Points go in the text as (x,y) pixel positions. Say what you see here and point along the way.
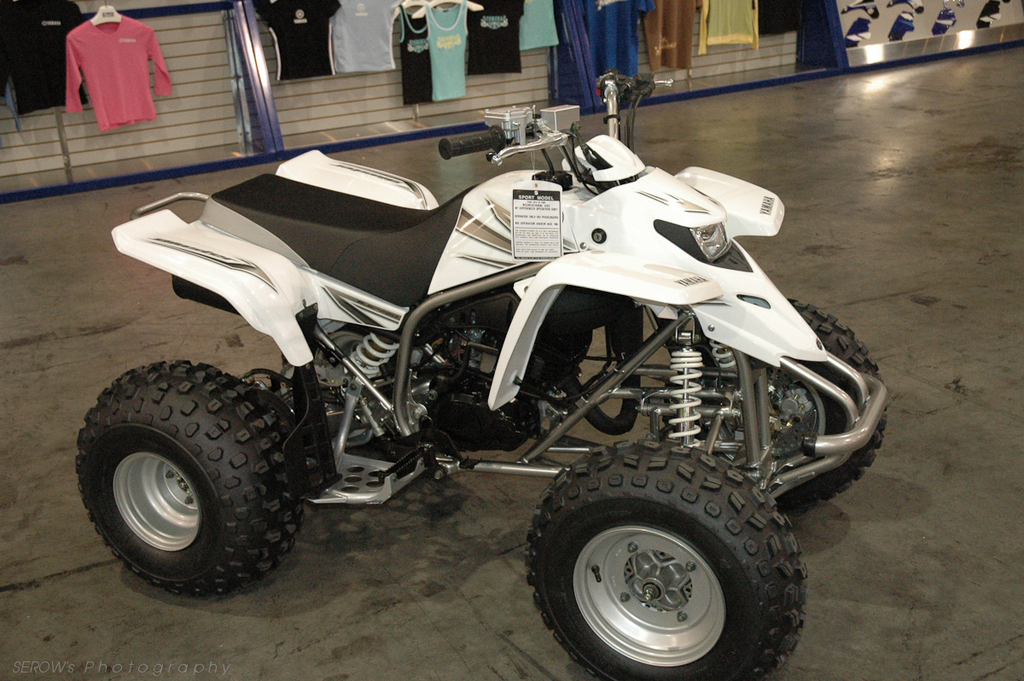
In the picture I can see a white color vehicle (457,288) and there are few clothes (427,24) in the background (390,35) and there is something written in the left bottom corner (120,666).
